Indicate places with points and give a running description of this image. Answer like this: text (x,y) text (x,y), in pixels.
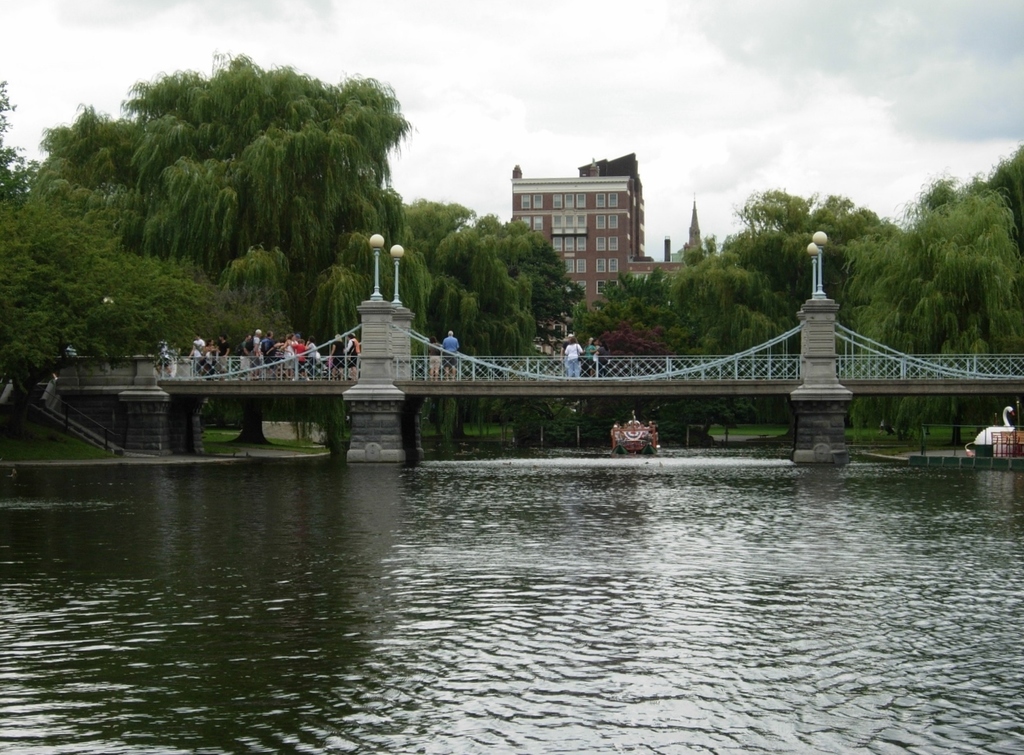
In this image we can see water (617,544). On the water (594,457) there is a boat (622,451). Also there is a bridge (722,355) with pillars (818,367), light poles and railings (292,362). There are many people (194,352) on the bridge (382,358). In the background (244,243) there are many trees (463,254), building (582,214) with windows (600,203) and sky (524,72) with clouds (539,100).
